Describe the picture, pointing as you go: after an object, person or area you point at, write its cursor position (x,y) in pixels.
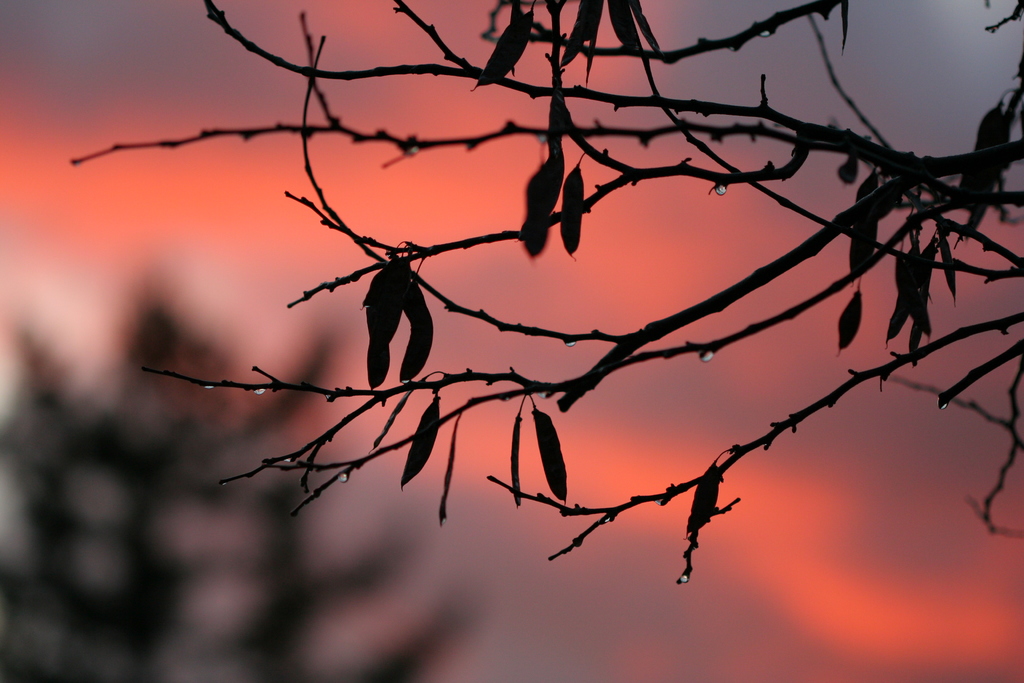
In this image we can see leaves (547,191) on group of branches (764,89) of a tree (995,156).
